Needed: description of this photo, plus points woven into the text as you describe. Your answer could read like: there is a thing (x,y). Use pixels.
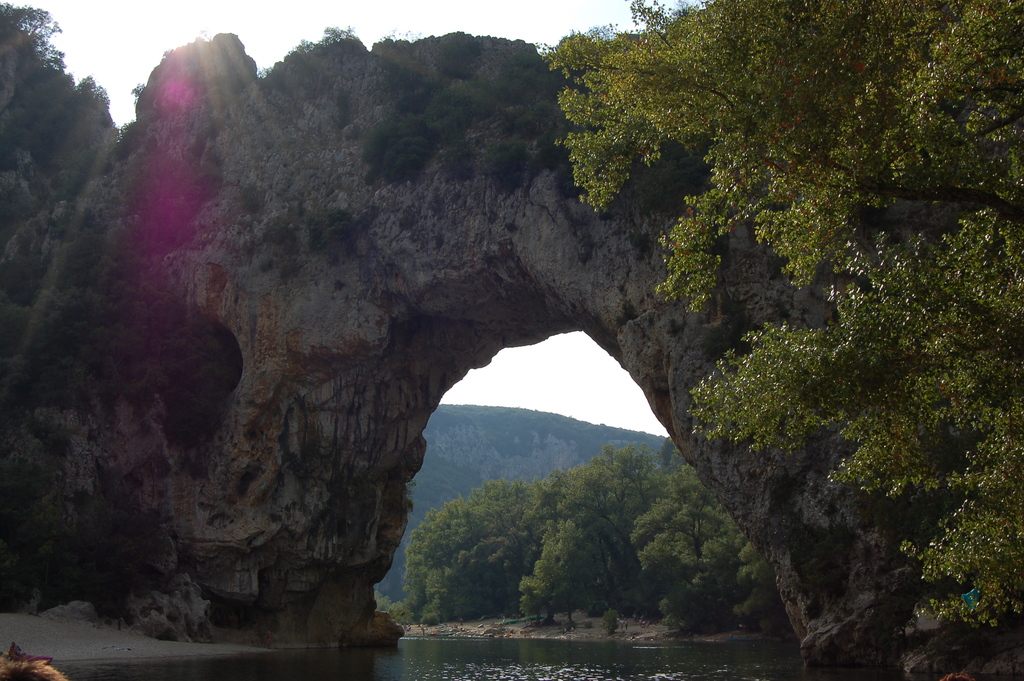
In this image there is the sky (271,1) towards the top of the image (225,12), there are mountains (509,433), there is an arch (403,444), there is sand (49,645) towards the left of the image (49,631), there is a tree (925,259) towards the right of the image (891,117), there is water (518,676) towards the bottom of the image (609,652), there is an object (33,668) towards the bottom of the image (45,657), there are trees (37,121) towards the left of the image (70,239).
